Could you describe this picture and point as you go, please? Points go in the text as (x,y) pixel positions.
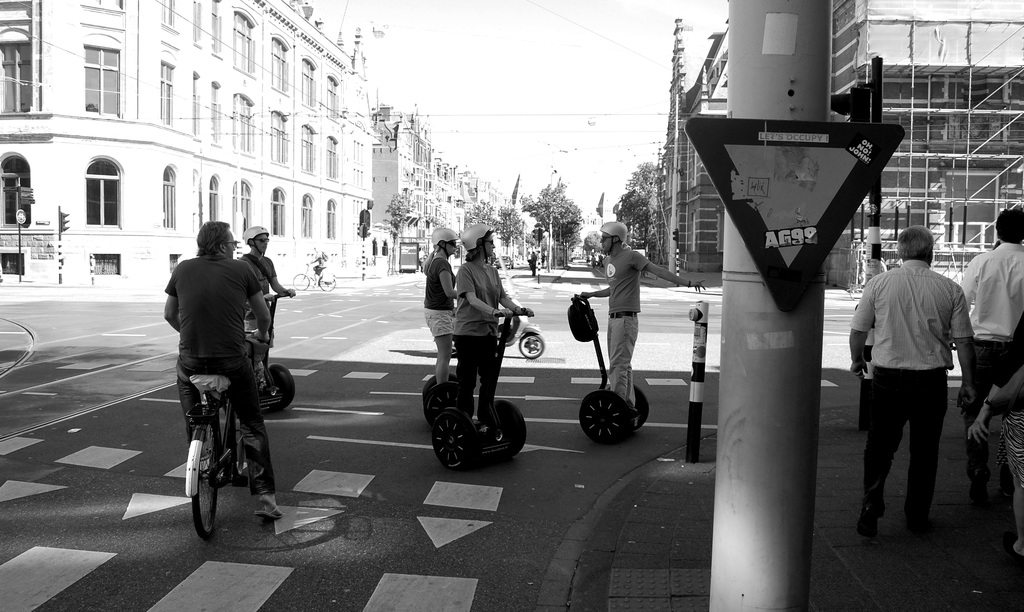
In the middle (588,397) and bottom, there are group of people (1001,285) standing, riding a bicycle (230,412) and a vehicle (456,452). In the top left (245,40) and right buildings (698,176) are visible. In the top middle (500,116), a sky (641,92) is there of white in color. Below that trees (633,192) are visible. This image is taken during day time on the road (412,360).
